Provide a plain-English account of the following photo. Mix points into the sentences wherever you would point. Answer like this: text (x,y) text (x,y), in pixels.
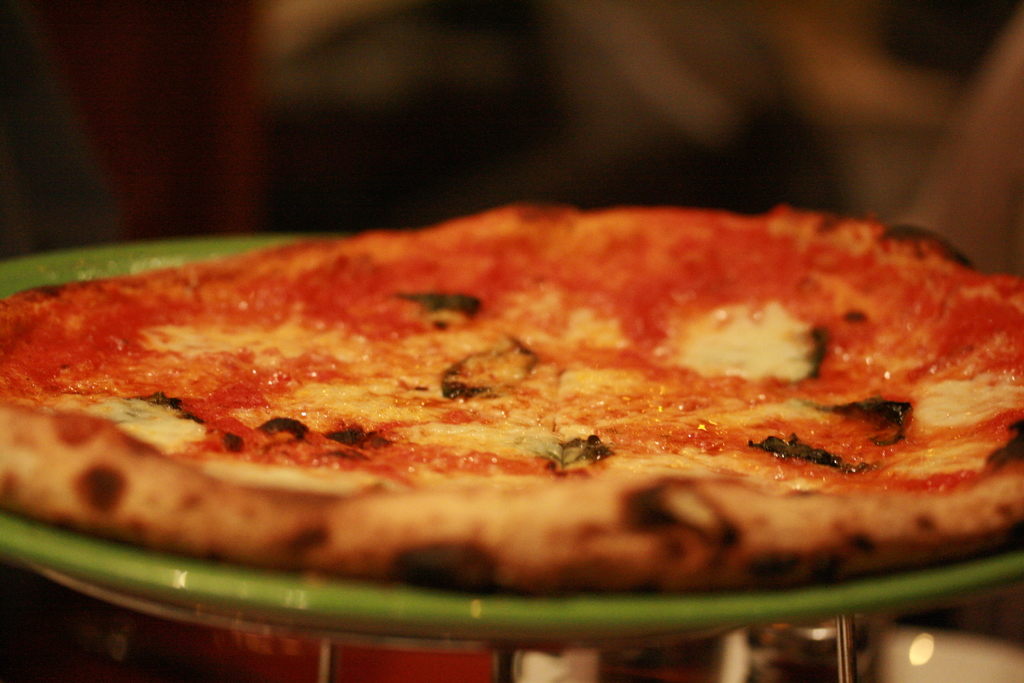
In this picture we can see a pizza (487,446) in the plate (512,614), and we can find blurry background (854,128).
